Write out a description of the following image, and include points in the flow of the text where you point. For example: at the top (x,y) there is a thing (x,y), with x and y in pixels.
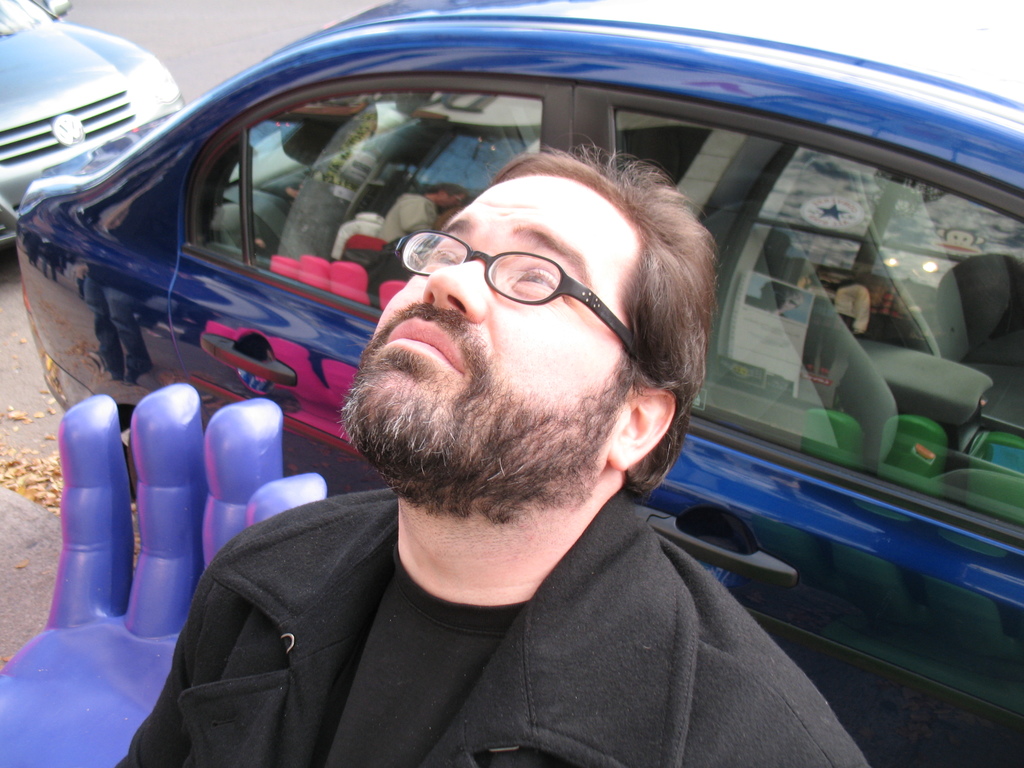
In the picture we can see a man (606,608) standing and he is with black color coat (622,617) and looking up and beside him we can see hand shaped chair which is blue in color and behind it we can see a car (956,540) which is blue in color parked near the path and behind it we can see another car (63,57).
